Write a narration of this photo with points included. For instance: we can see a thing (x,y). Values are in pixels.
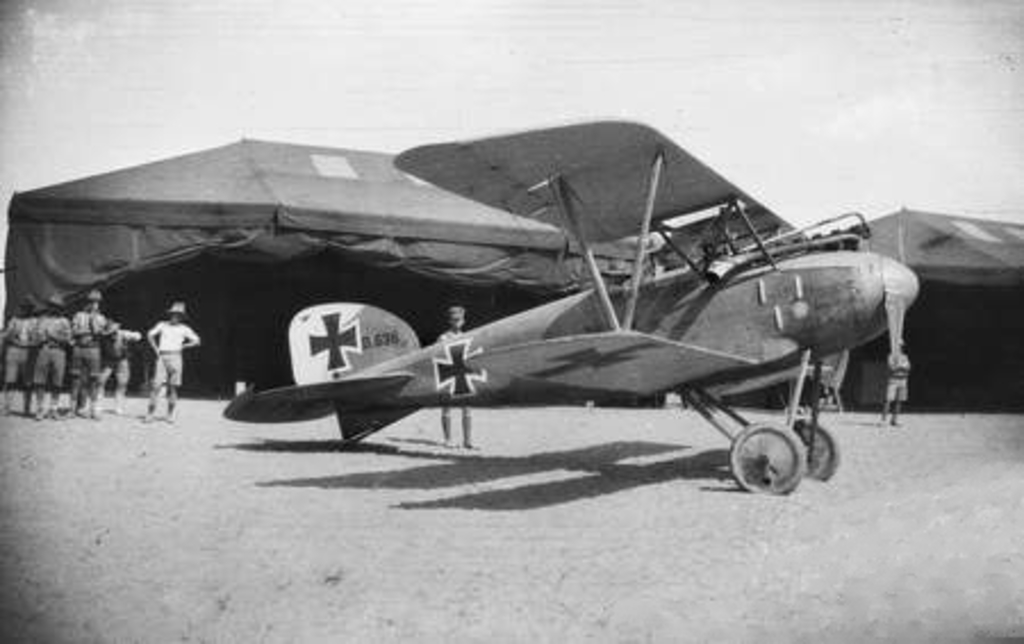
This is a black and white image I can see an airplane (254,399) with a cross symbol (457,351) and some text (390,345). I can see a tent (219,202) behind and a few people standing behind the airplane (882,321). At the top of the image (351,82) I can see the sky (296,92).
